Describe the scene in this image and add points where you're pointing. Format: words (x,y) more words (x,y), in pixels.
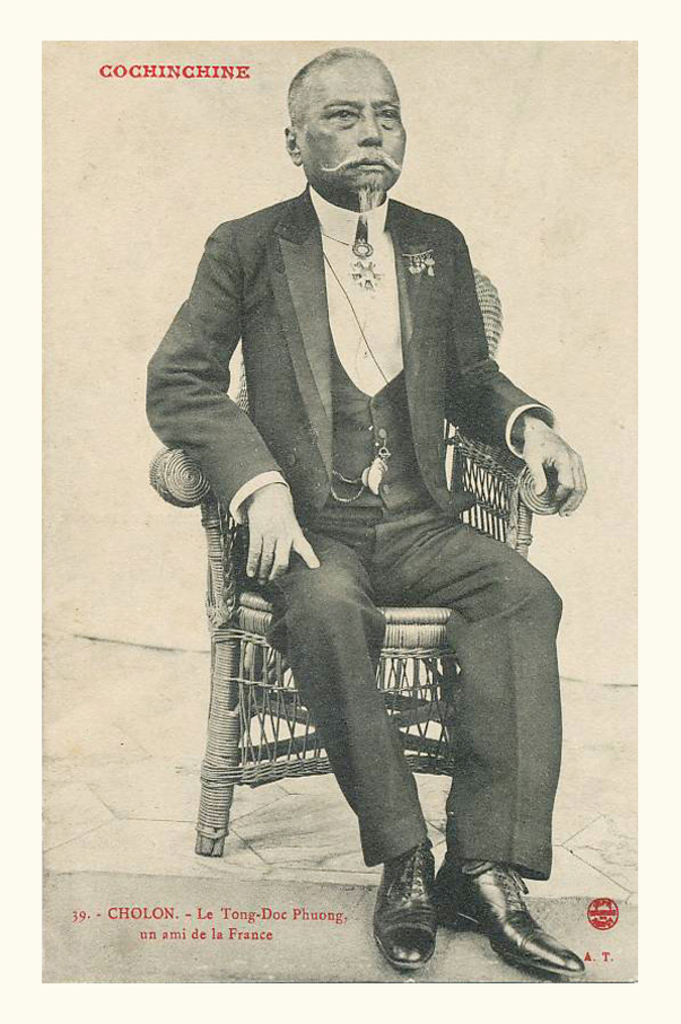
In this picture we can see a cover page (302,486), in the cover page (339,466) we can find some text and a man (292,430), he is seated on the chair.
